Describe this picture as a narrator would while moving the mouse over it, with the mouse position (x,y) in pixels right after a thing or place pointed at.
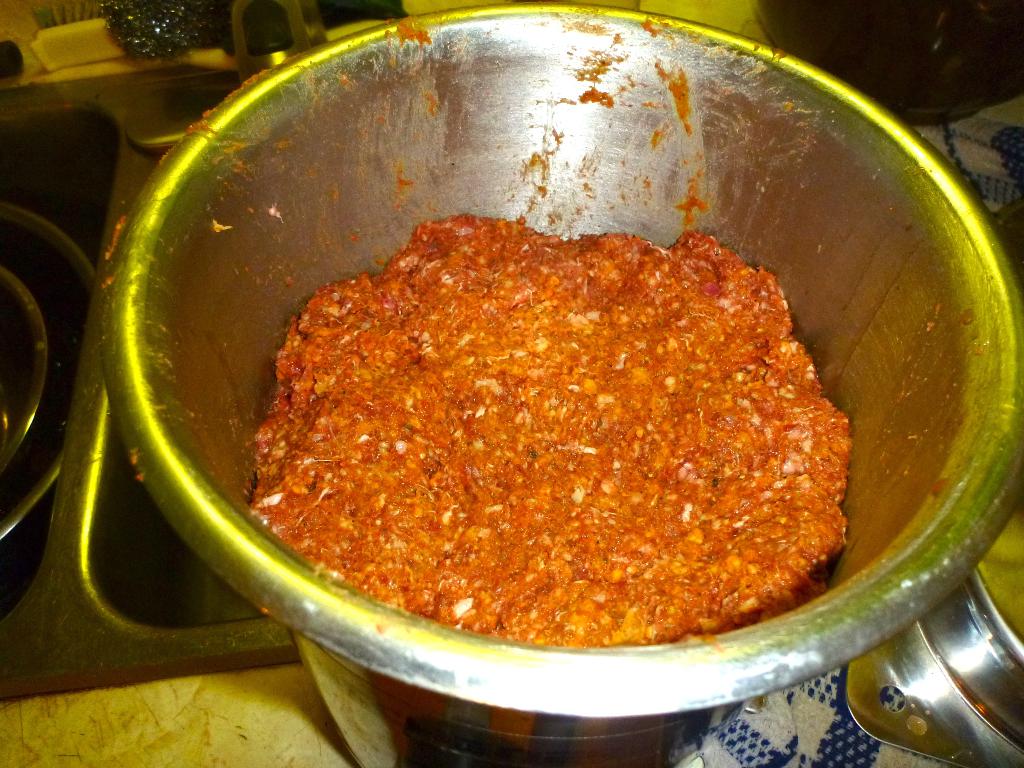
In this image there are objects (771,729) on the surface (240,709), there is food (550,484) inside a vessel (749,629), there are objects (102,512) truncated towards the left of the image (54,253), there are objects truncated towards the right of the image (962,660), there are objects (156,38) truncated towards the top of the image (137,38), there are objects (590,709) truncated towards the bottom of the image (431,743).
